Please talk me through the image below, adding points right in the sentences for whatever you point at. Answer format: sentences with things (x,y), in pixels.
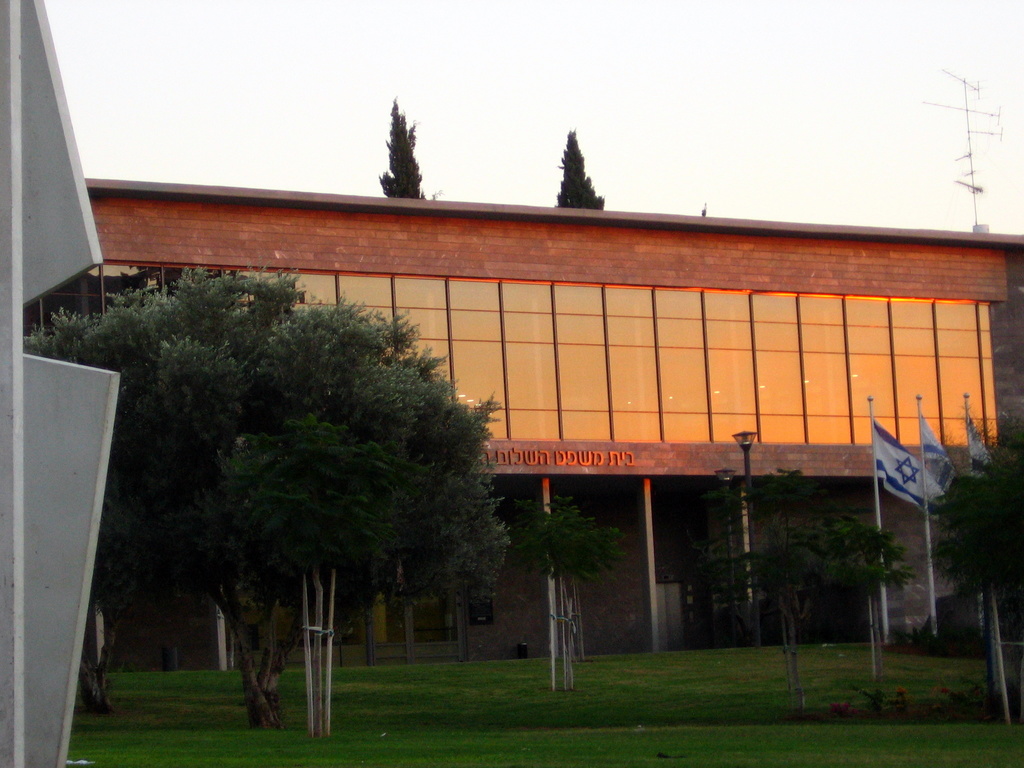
In this image we can see a building (313,220). We can also see some grass (553,697), poles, a street lamp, the flags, a group of trees (415,535), an antenna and the sky (762,91) which looks cloudy. On the left side (57,403) we can see a metal stand (75,399).
